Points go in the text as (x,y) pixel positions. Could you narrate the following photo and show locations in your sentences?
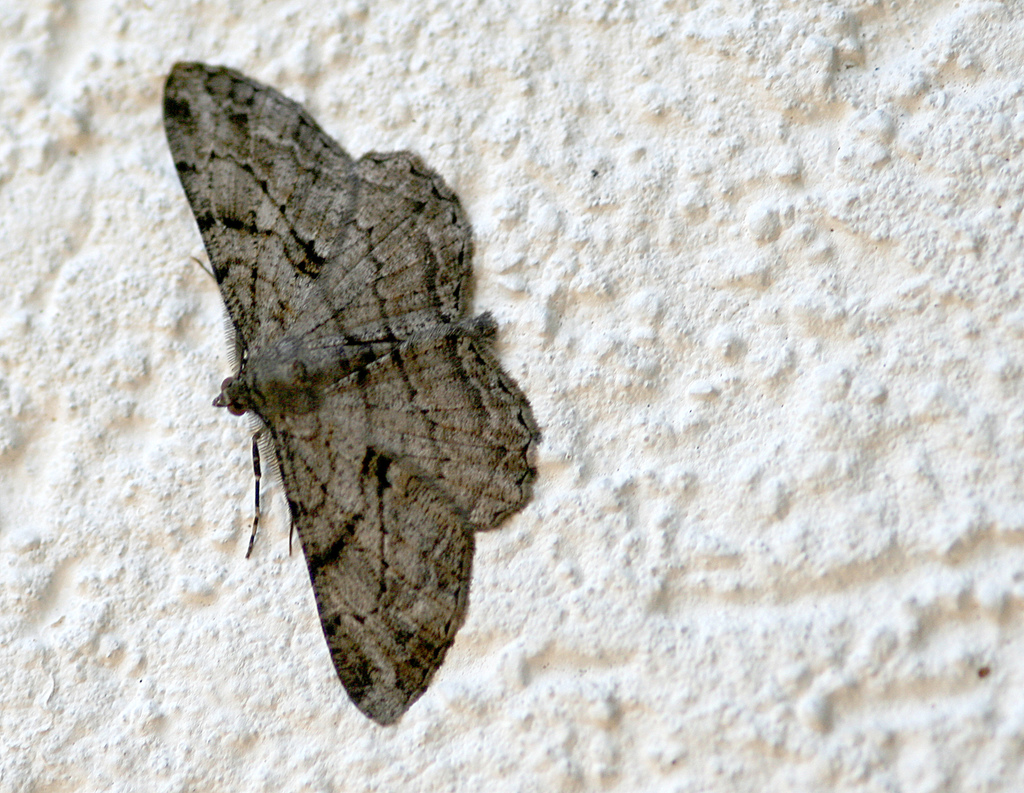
In this image there is an insect (312,305) on the wall (282,651), the wall (764,262) is white in color.
